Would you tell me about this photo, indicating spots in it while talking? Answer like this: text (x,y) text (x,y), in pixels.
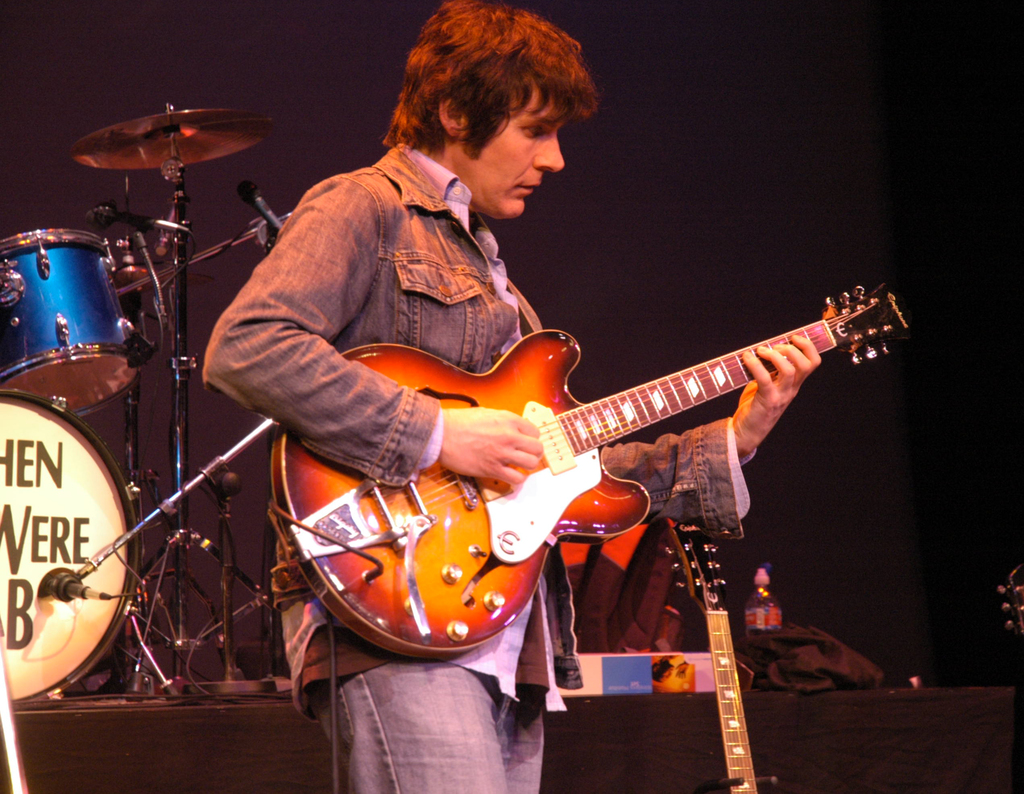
In this image there is a person (522,441) playing guitar (451,558), beside him there is another guitar (716,642), behind him there is a other musical instrument (35,434) and a few other objects (109,555). The background (890,600) is dark.
